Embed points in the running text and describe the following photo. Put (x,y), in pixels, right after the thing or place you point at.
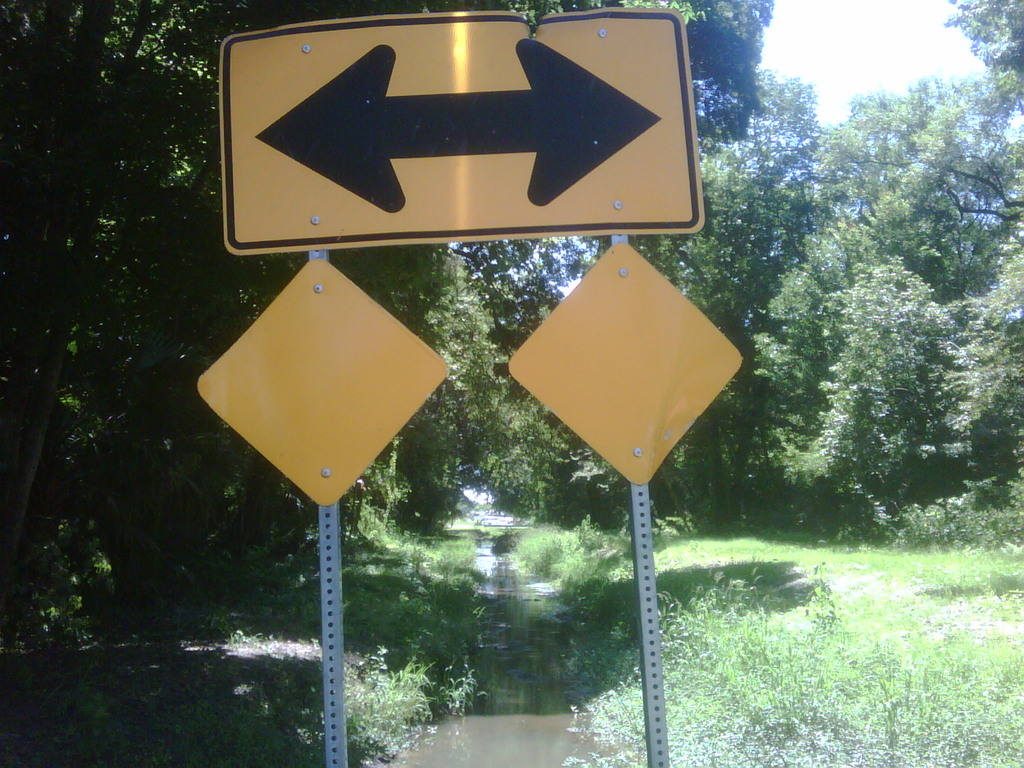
In this picture there is sign board (594,97) at the top side of the image (570,90) and there is water (534,660) at the bottom side of the image (518,662), there are trees (774,379) in the background area of the image (795,363).
